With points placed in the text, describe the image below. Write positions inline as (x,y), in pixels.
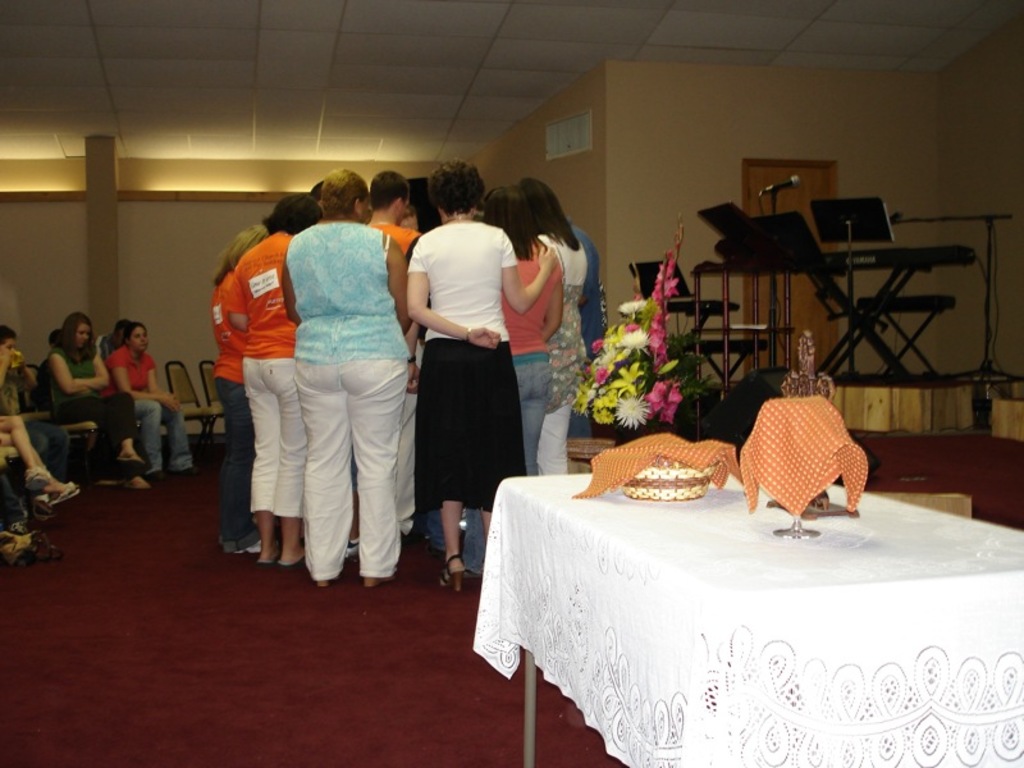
In this image there is a group of people (406,388) standing, behind them there is a chair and a musical instrument (865,262) and there is a bouquet (656,407), beside that there is a table (700,577). On the table (769,534) there is a basket (684,486), glass (784,531) and some other objects (786,507) are covered with a cloth (727,466). On the left side (69,443) there are few people (121,409) sat on their chairs (73,424). At the top (259,131) there is a ceiling (252,142).
